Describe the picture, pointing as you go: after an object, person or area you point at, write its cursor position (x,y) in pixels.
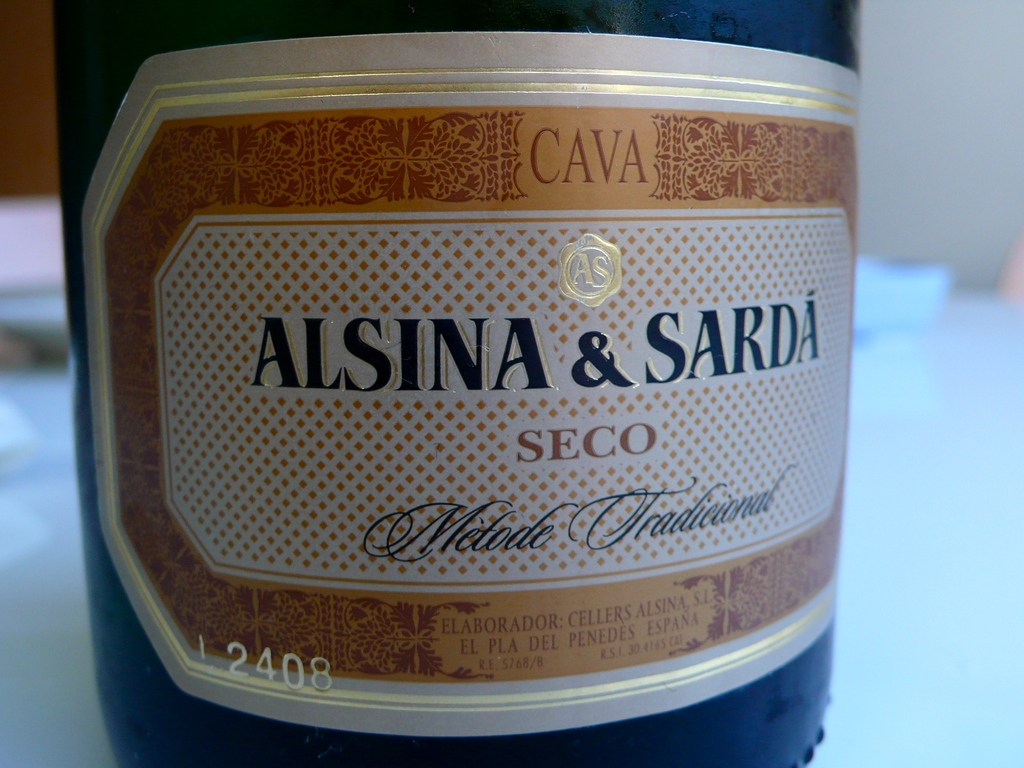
In this image, we can see a label (613,429) on the bottle (754,730) contains some text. In the background (988,508), image is blurred.
